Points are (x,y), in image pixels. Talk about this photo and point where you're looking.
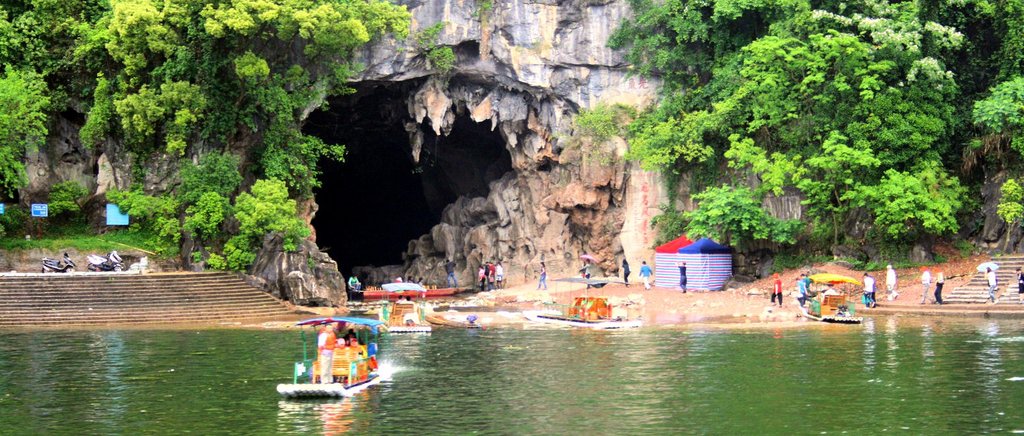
In this image we can see water (467,397), boats (416,304), tents (724,252), steps (181,298), motorbikes (100,264), boards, grass (93,241), trees (906,191) and plants (893,188). Middle of the image (453,157) there is a cave (424,109). Few people (994,271) are holding umbrellas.
